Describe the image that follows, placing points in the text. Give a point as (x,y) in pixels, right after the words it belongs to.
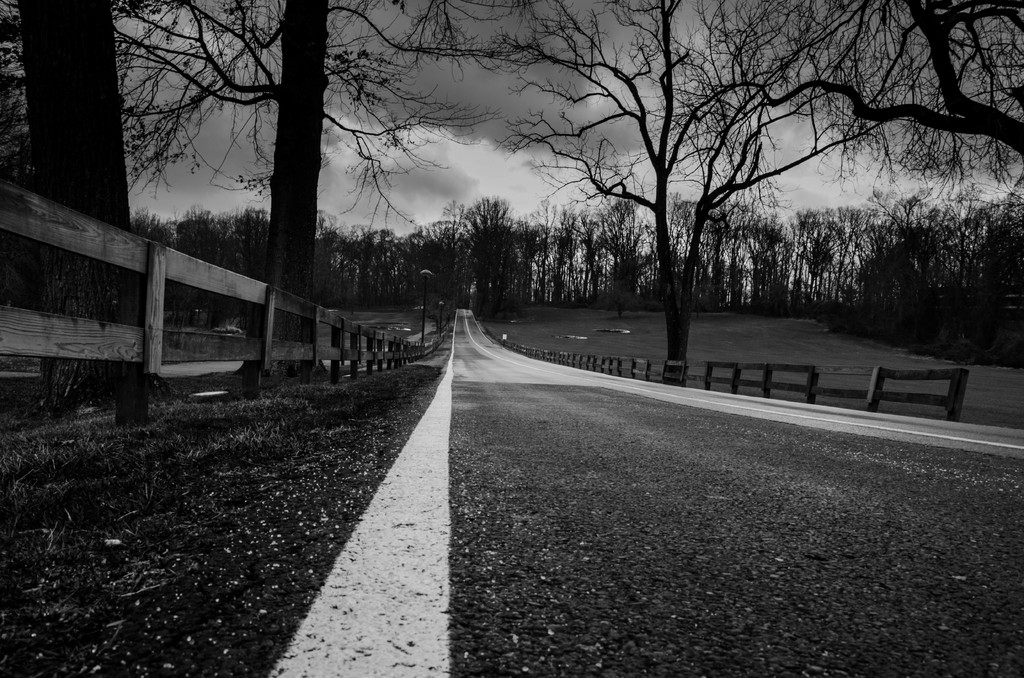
This picture is clicked outside the city. Here, we see the road (422,559) and on either side of the road (679,389), we see wooden fence (337,372) and street lights (439,332). There are trees (453,257) in the background (543,283) and at the top of the picture (452,131), we see the sky (348,150). This is a black and white picture.
